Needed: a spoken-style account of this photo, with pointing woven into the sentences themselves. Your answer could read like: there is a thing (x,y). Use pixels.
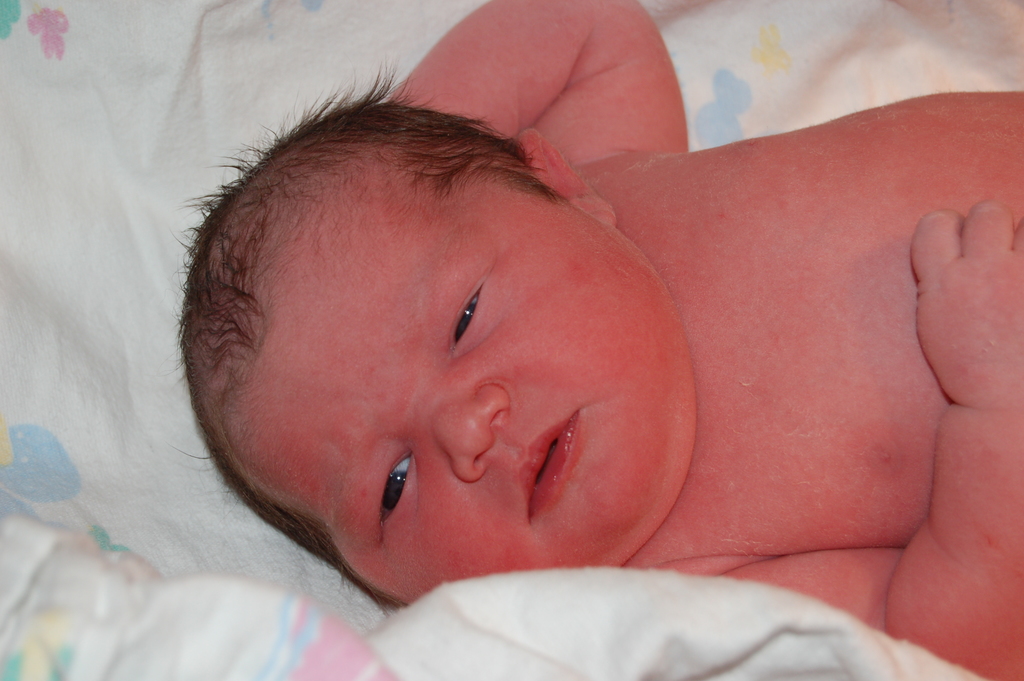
In this image I can see a baby (641,319) who is orange, red and black in color on the cloth (145,267) which is white, pink, green, blue and yellow in color.
